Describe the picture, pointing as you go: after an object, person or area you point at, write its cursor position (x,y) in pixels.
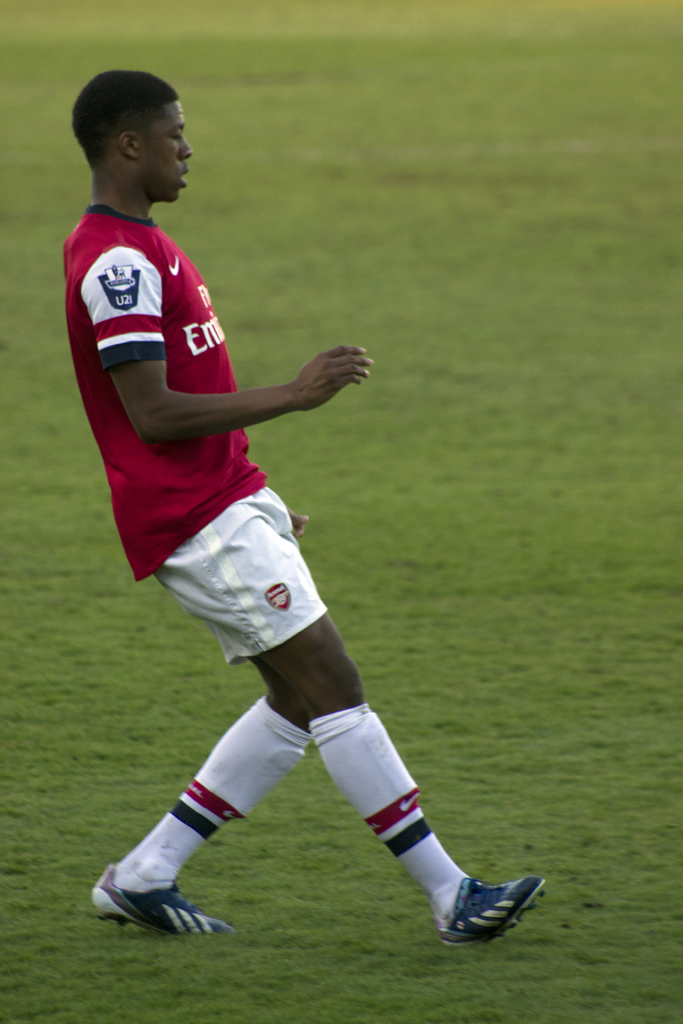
In this image we can see a person (209,389) wearing red and white color dress (259,509) on a ground (440,667).
